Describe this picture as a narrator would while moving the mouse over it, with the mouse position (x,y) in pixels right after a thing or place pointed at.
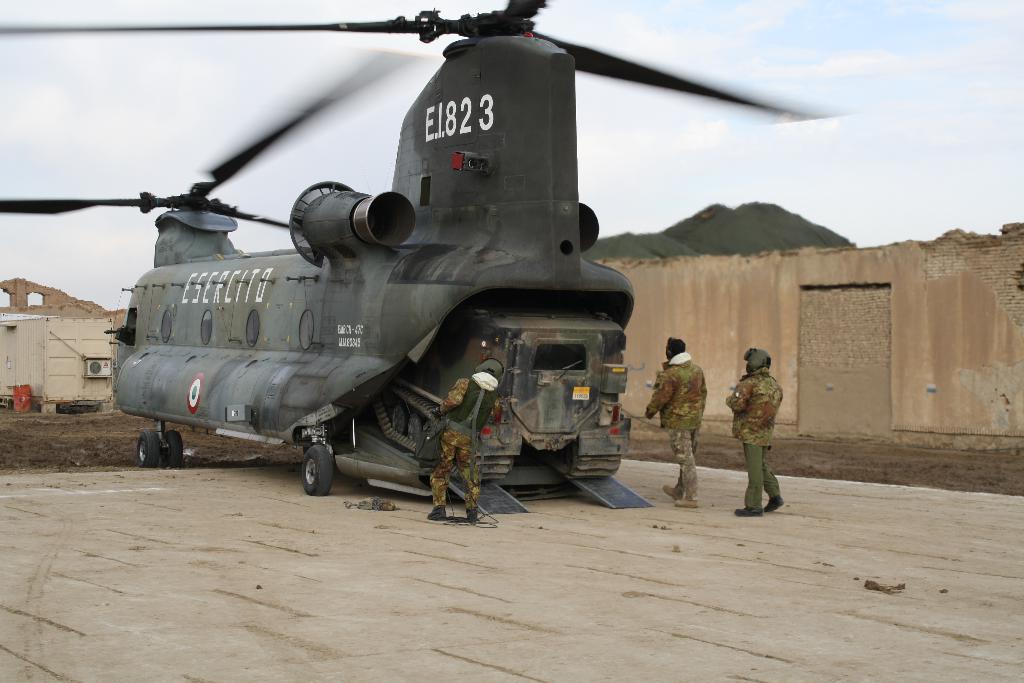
In this image we can see an aircraft (360,317) on the ground (413,544) and there are three persons (472,489) standing near the aircraft (386,335), there is a container (103,343), a wall (742,301) and the sky (712,116) in the background (840,156).
